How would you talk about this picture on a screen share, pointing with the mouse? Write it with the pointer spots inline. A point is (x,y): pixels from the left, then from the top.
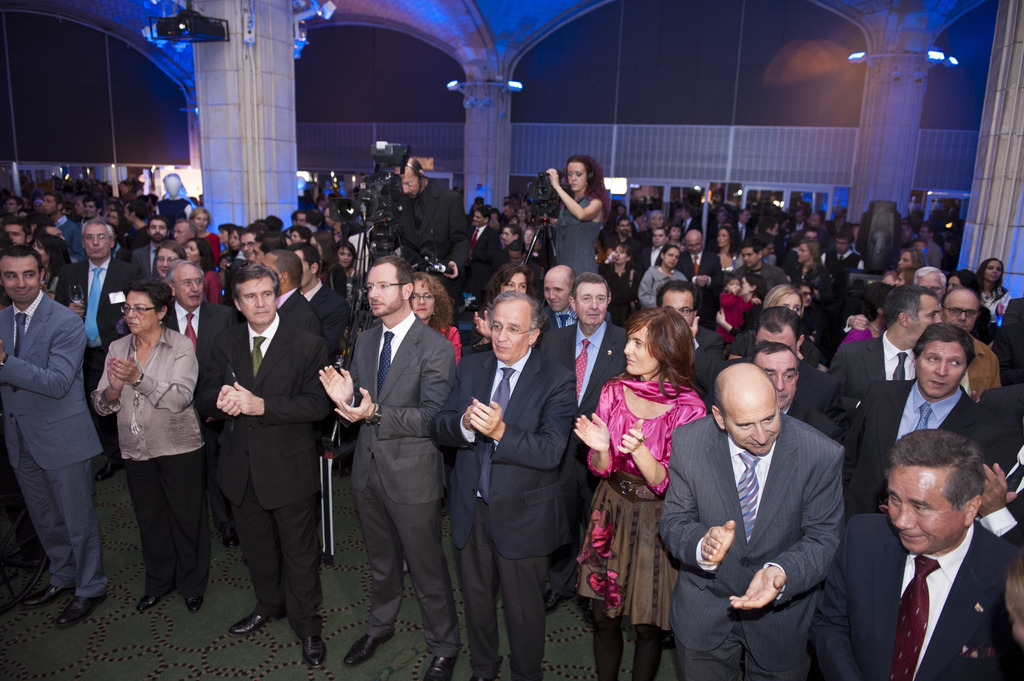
This image consists of many persons (686,540) standing. At the bottom (365,631), there is a floor (134,667). And we can see a floor mat (109,635) in green color. In the middle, we can see the pillars (979,164) along with the lights (296,43). In the background (346,159), it looks like a fencing (718,161). In the front (399,579), we can see the person's (420,532) clapping.
